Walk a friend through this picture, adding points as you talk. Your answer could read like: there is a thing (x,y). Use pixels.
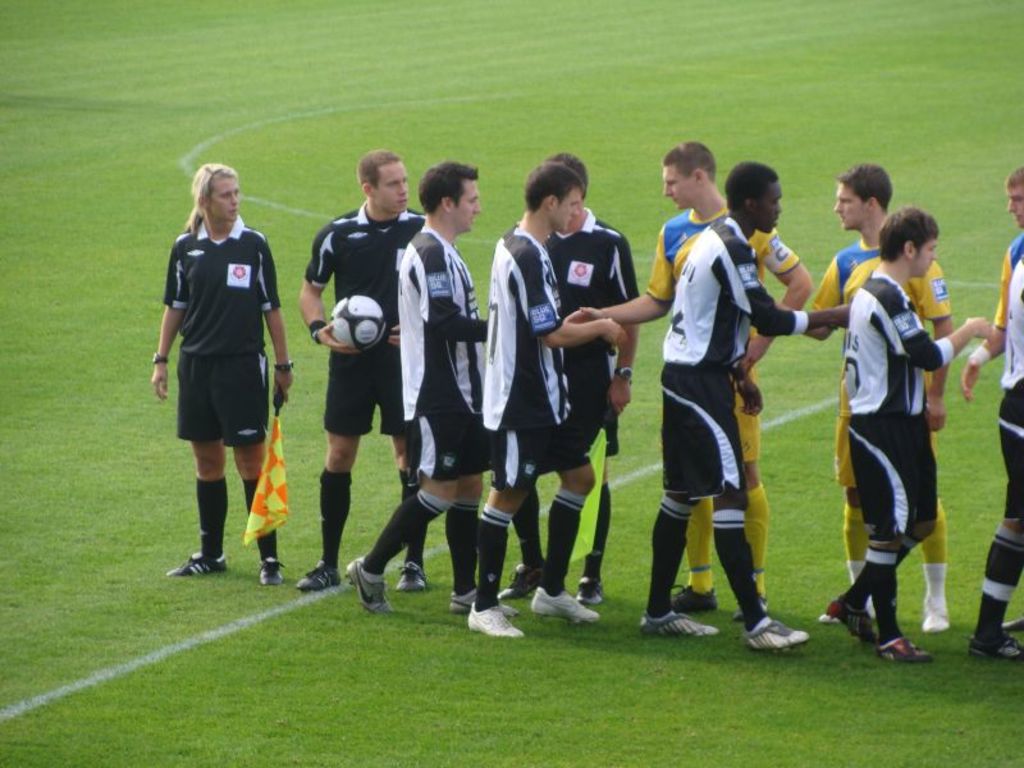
In the image there are two teams (437,263), the players (529,358) were greeting each other and behind them a man (363,273) is holding a ball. All the people (404,180) were assembled in the ground (418,160).
